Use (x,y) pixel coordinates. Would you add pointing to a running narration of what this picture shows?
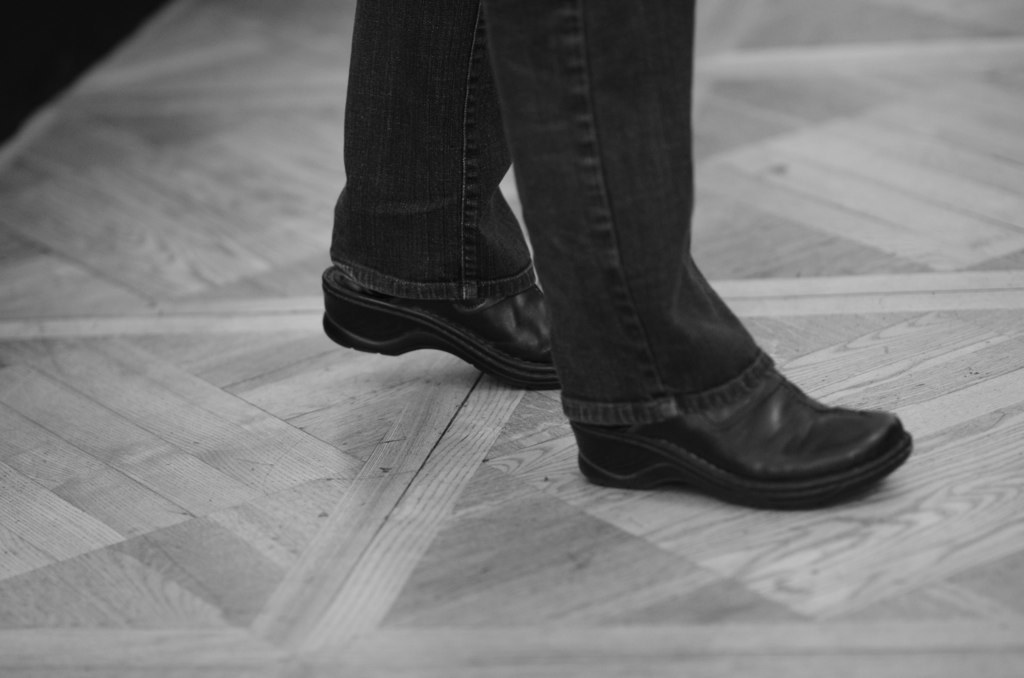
This image consists of a person (793,433) wearing a jeans pant (567,217) and black shoes (670,435). At the bottom (418,554), there is a floor (477,527). It looks like it is made up of wood (258,567).
